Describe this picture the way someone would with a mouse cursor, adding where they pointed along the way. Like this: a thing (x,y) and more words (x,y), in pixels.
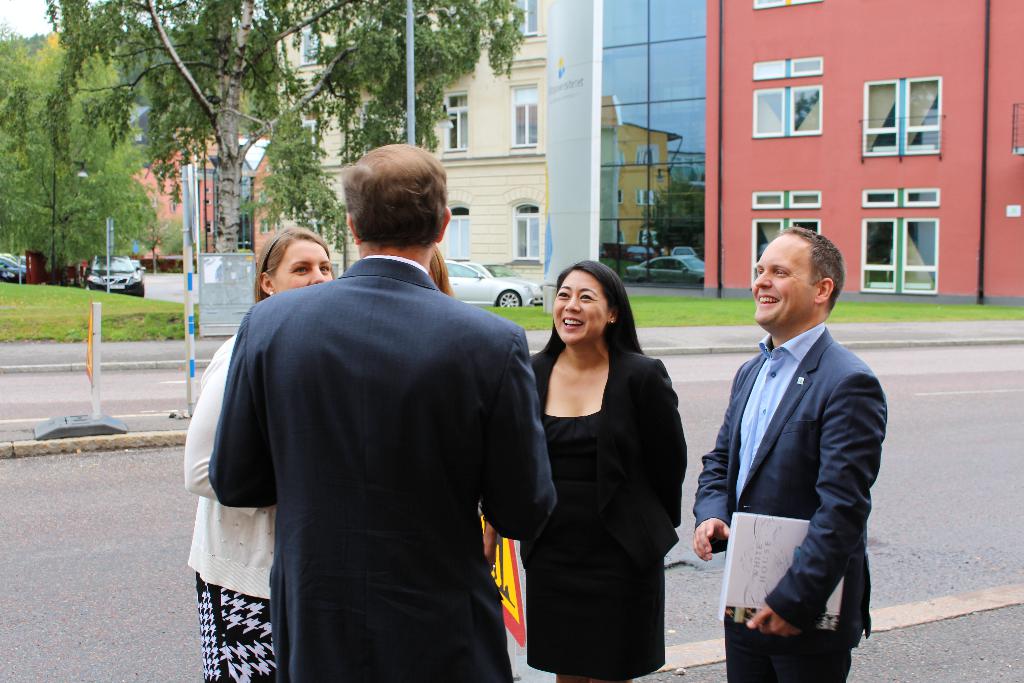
In this image we can see these people (437,263) are standing on the road (132,454). Here we can see boards (579,211), vehicles (7,268) parked here, we can see grass (81,315), trees (89,260) and the building (861,75) in the background (741,196).
